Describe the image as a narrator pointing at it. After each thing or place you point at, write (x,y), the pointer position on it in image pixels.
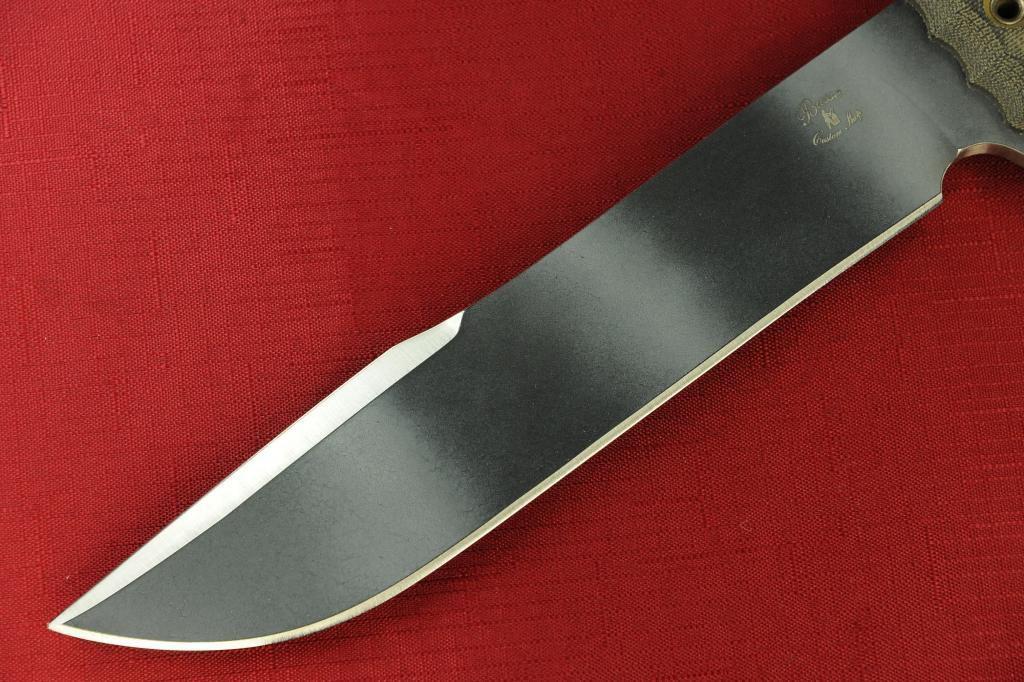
In this picture there is a knife (394,379) which is kept on the red cloth (797,455).
